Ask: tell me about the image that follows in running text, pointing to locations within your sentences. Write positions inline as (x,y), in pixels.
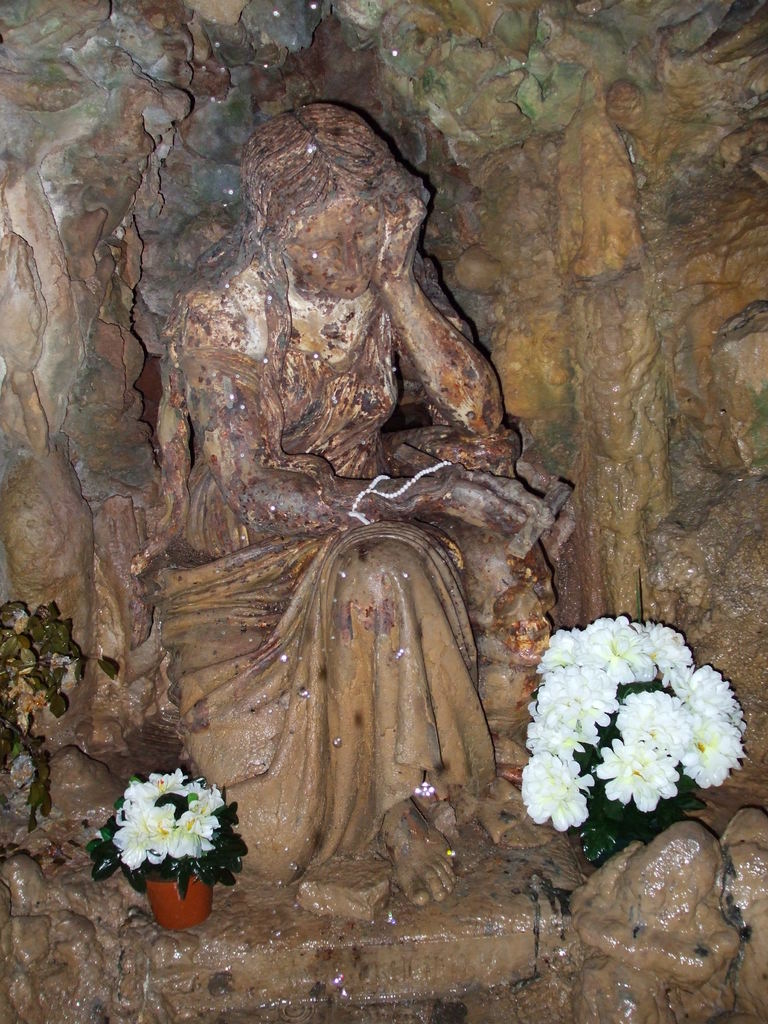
In this image I can see two flower pots (599,694) and the flowers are in white color and the pots (197,903) are in brown color. Background (398,739) I can see a statue (210,639) in brown color.
